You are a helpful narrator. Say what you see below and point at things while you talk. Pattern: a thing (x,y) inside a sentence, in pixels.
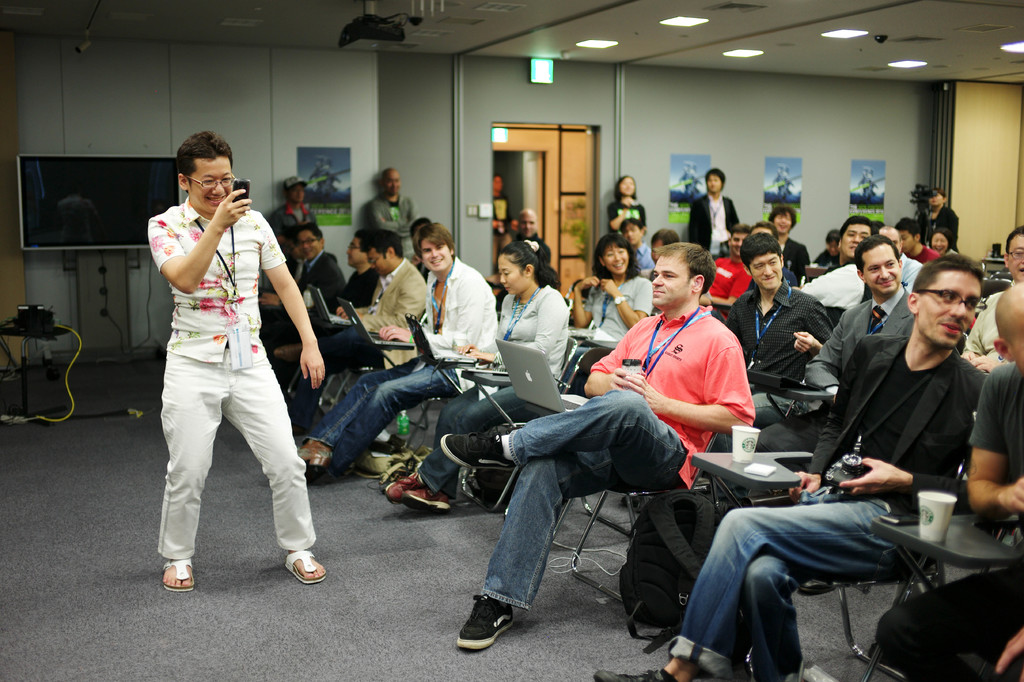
In this image I see number of people (521,272) in which most of them are sitting on chairs (1000,554) and I see few of them are standing and I see that this man (291,282) is holding a thing (246,194) in his hand (231,216) and I see laptops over here and I see 2 cups (951,503) over here. In the background (13,444) I see the wall (697,76), 3 persons (704,202) over here and I can also see another poster (313,170) over here and I see a screen (140,189) over here and I see the lights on the ceiling (760,39) and I see the floor (241,469).
